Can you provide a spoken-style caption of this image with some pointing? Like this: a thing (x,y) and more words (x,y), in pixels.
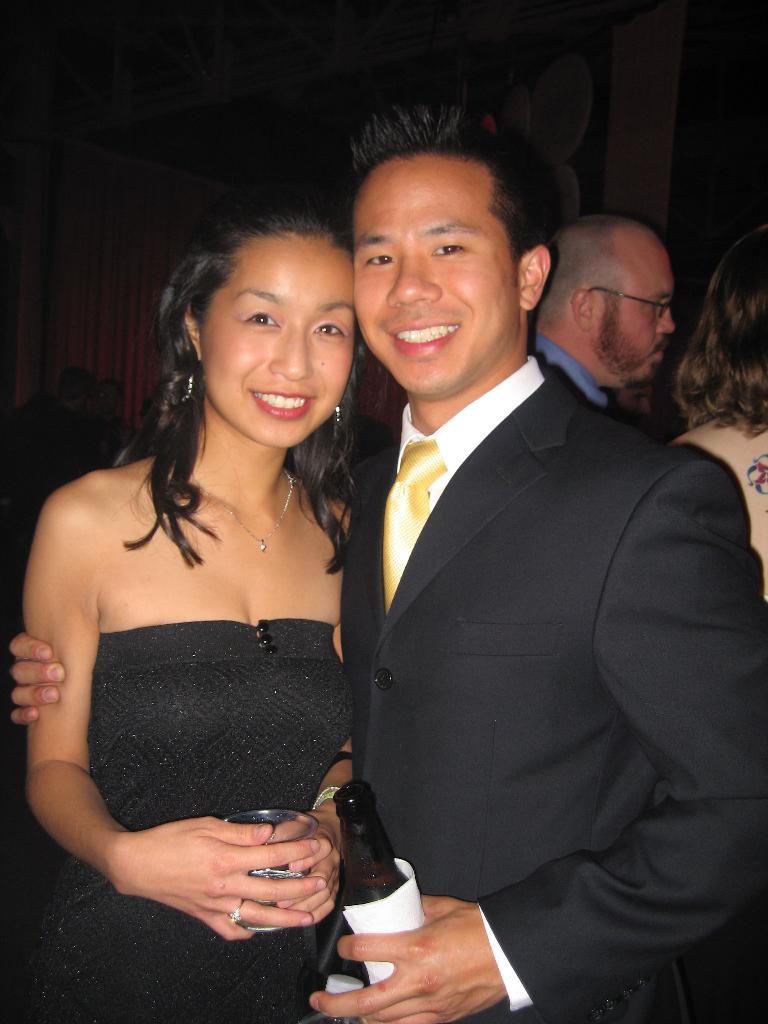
In the center of the image (421,598) we can see a man (412,823) standing and holding a bottle (353,879) in his hand (398,954), next to him there is a lady (222,496) standing. There is a glass (300,813) in her hand (239,909). In the background (749,382) there are people (713,336).
